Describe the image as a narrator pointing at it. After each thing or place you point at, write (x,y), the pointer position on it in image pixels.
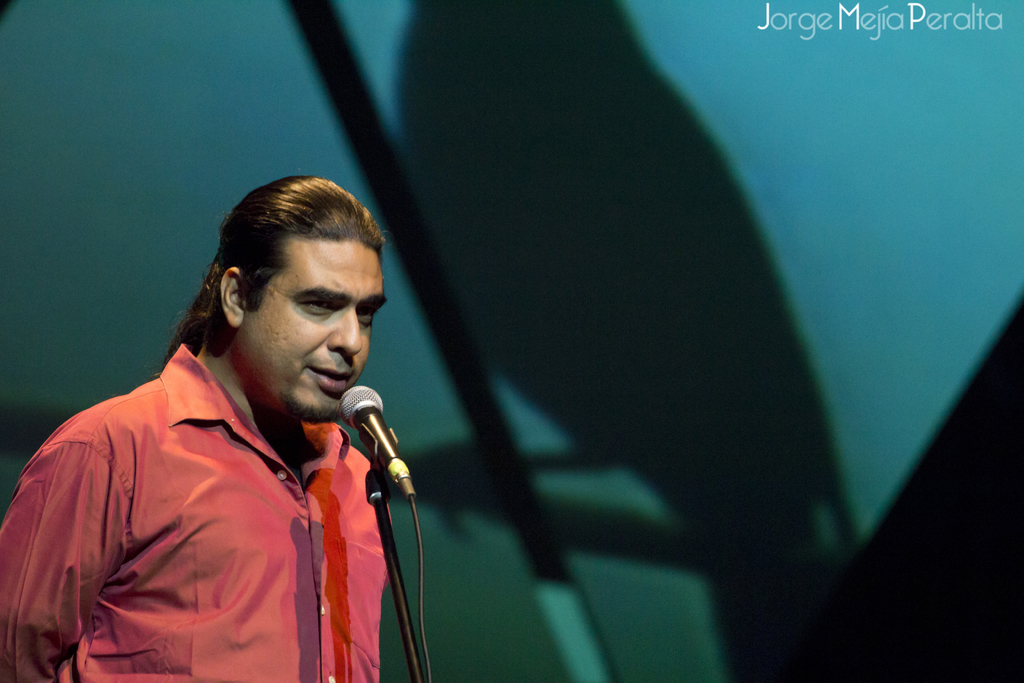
In this image in the front (298,464) there is a man (226,480) standing and speaking in front of the mic (371,423) which is in the center (378,443). In the background (505,177) there is a shadow (571,232) of a bird (580,249).
